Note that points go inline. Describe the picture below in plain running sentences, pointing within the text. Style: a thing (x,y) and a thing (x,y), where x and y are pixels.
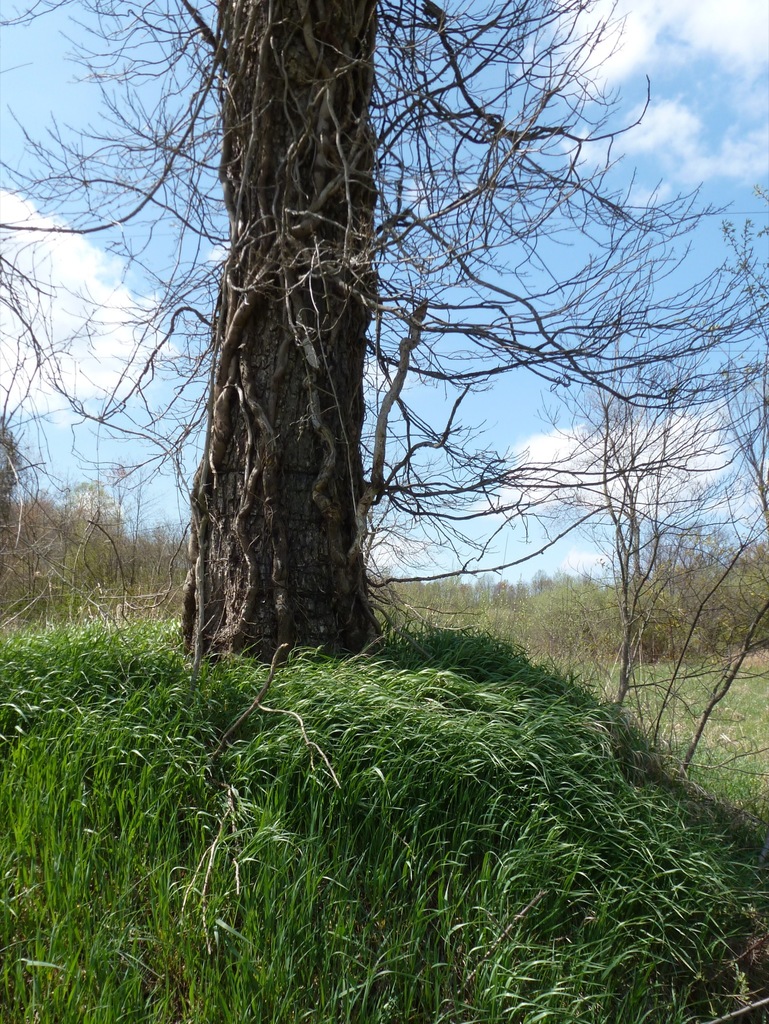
In this image there is grass (473,655) and trees (248,231), at the top of the image (550,299) there are clouds (591,71) in the sky (178,317).
